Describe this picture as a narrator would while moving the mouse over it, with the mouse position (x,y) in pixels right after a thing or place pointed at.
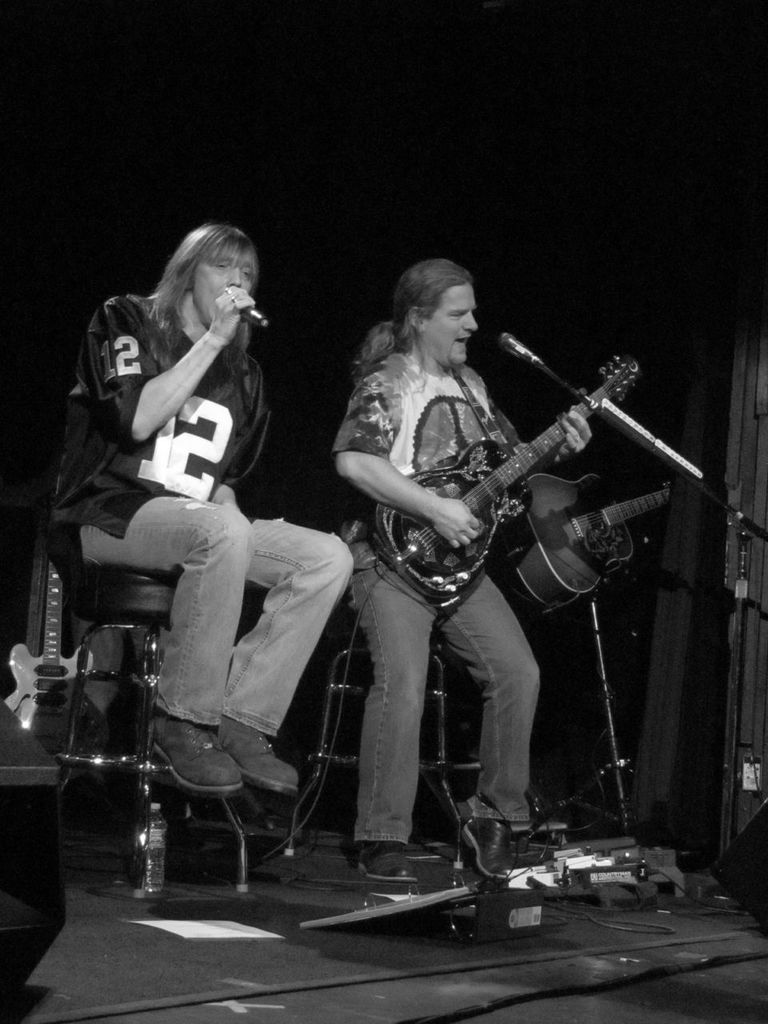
In the image we can see there is a man (416,638) who is standing and holding guitar (416,548) in his hand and another person (199,482) is sitting and he is holding mic (246,314) in his hand (228,298) and the image is in black and white colour and there are other guitars (70,673) on the stage (281,984).
